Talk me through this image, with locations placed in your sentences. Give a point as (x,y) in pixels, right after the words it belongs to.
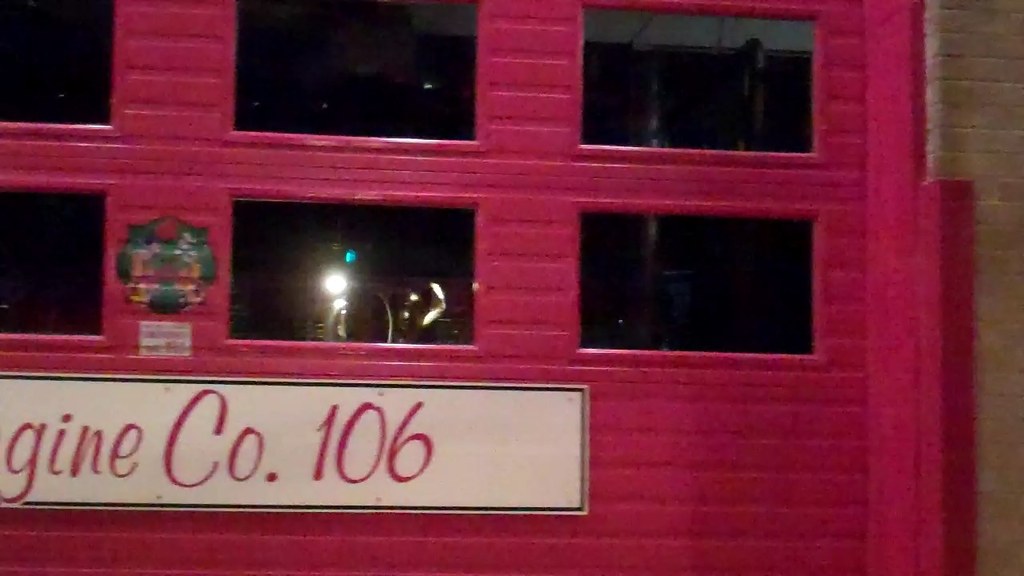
In the picture we can see a wall (742,443) with six glass windows (609,310) and under it we can see a board (525,389) written on it Engine Co. 106 and the wall (262,364) are pink in color and beside it we can see another wall (959,40) which is cream in color.
